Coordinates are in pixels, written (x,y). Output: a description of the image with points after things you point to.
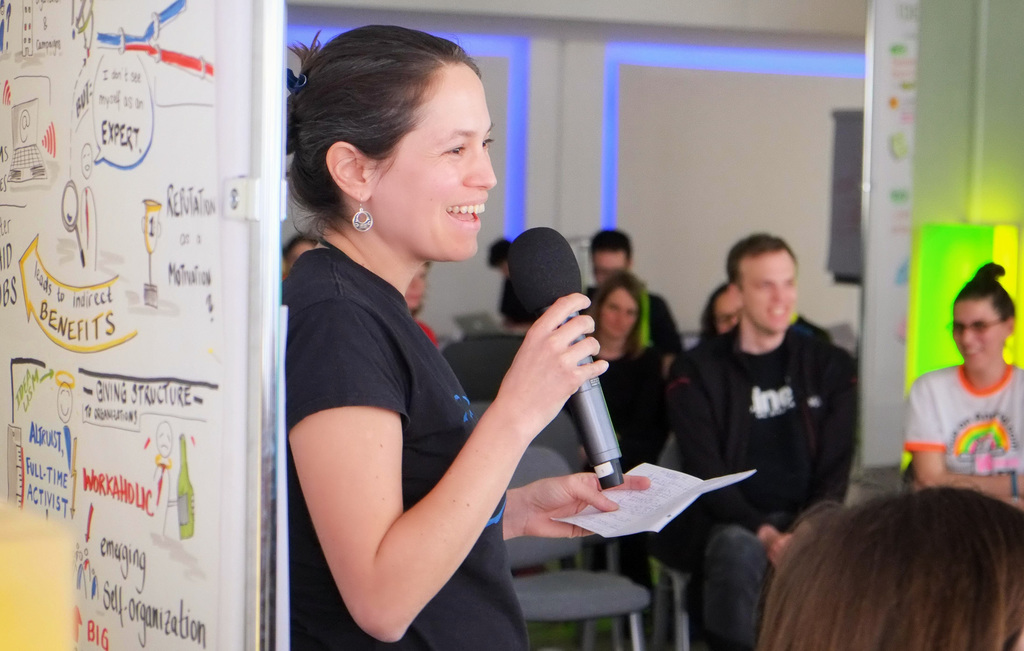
In the image there is a woman (441,610) stood with mic (596,404) in her hand (603,360) and in front of her there are few people (733,429) sat on chairs (632,606), this place it seems to be classroom (833,299) or a conference room (870,375) and at the background (944,298) there are colorful lights (660,62) at wall (622,75) and at the edge.
